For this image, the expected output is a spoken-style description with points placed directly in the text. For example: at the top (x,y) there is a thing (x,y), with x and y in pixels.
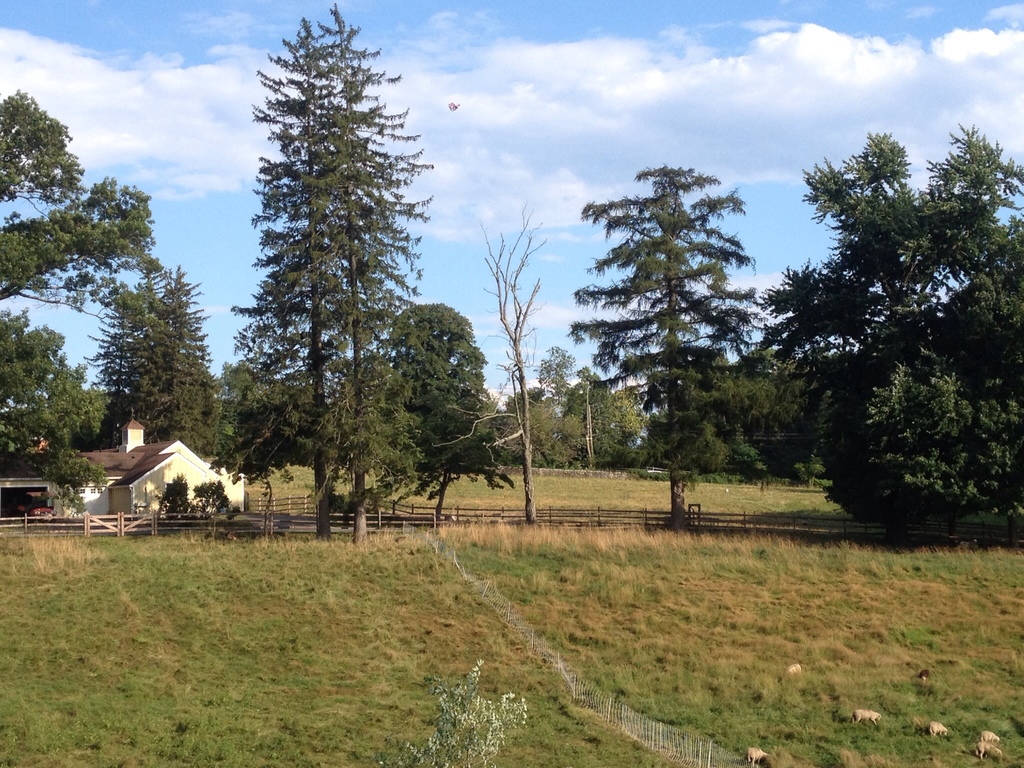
In this image in the left (141,470) there is a building (122,468). There is fence (111,521) around the building (120,489). In the background (410,371) there are trees (735,379). The sky (534,354) is cloudy. In the foreground (749,616) few animals (749,752) are grazing on the ground (204,723).
